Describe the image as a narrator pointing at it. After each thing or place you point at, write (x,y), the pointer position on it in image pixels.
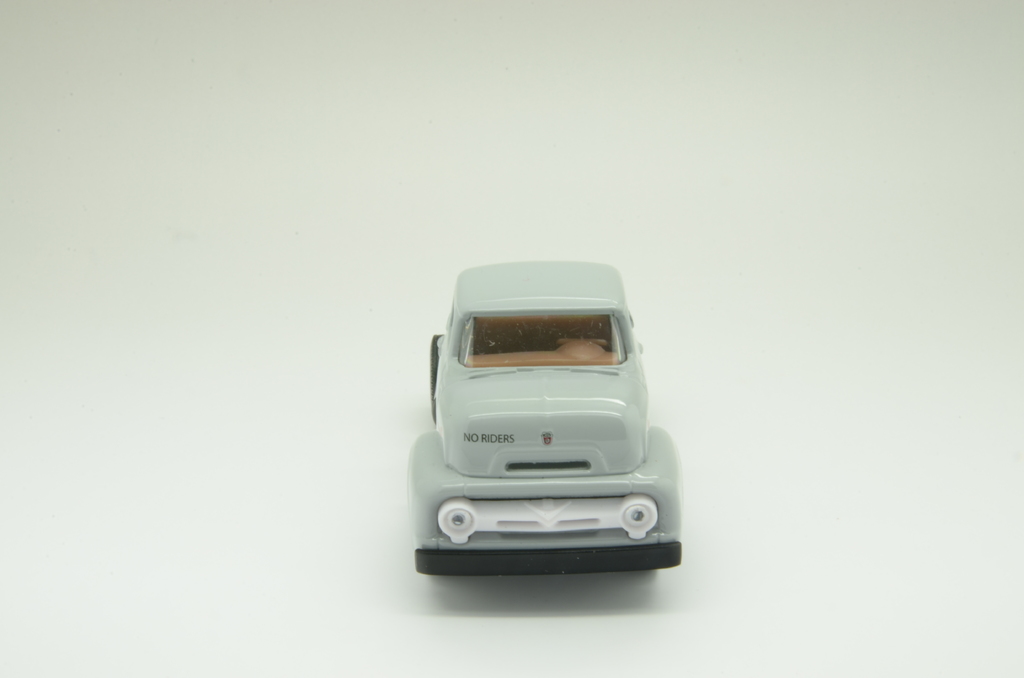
Here we can see a toy car (544,447). Background (724,175) it is in white color.
